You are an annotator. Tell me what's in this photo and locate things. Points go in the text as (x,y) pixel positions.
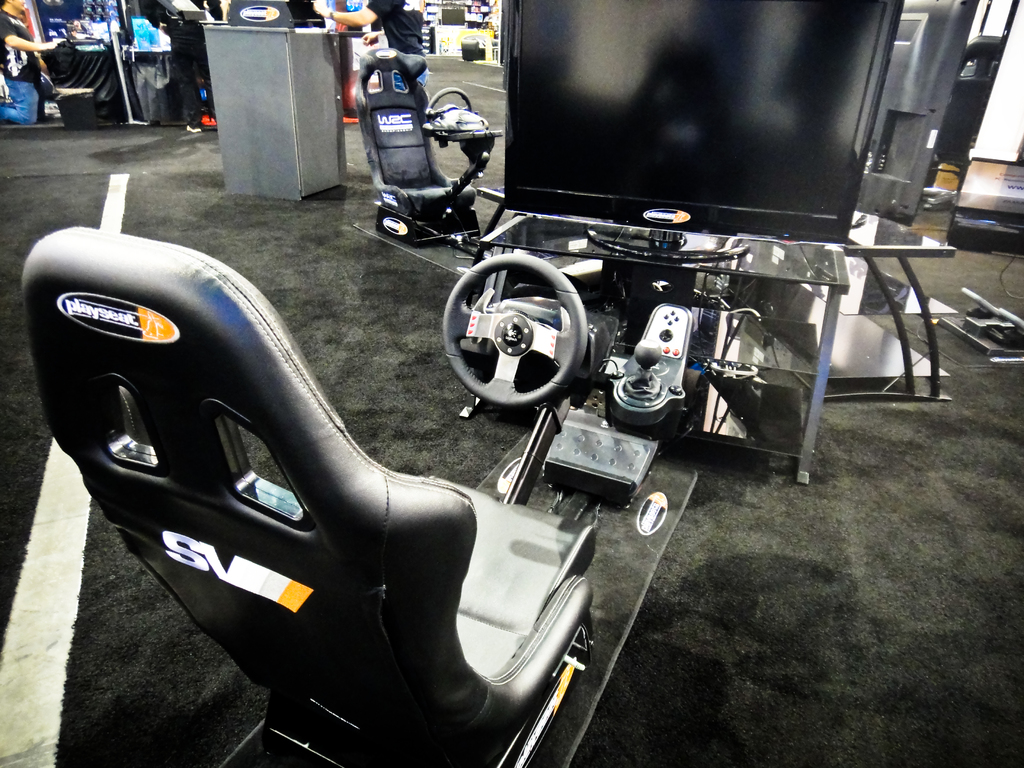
There is a seat (327,521). On that something is written. Also there is a steering (534,349), gear (662,339). And there is a table (747,263). On that there is a television (646,96). In the back (392,187) there is another chair (396,142) with steering (441,111). In the background (388,15) there is a person (398,35), table (251,62) and many other things (136,49). And a person (27,54) is in a kneeled position on the left side (20,85).
